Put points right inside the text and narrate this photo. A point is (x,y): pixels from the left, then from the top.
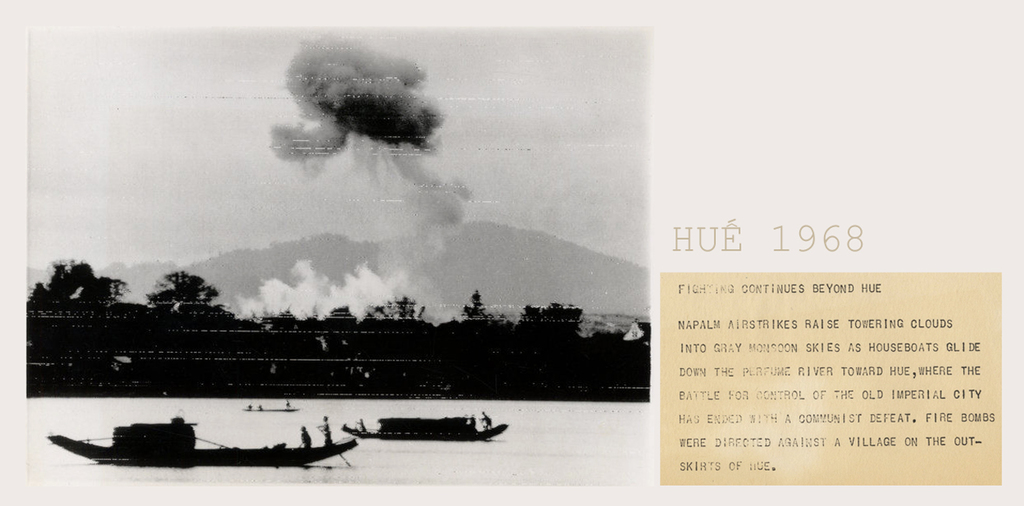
This is a paper cutting. We see picture of a building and fire (359,299) with smoke (383,168) and we see trees (106,320) and a few boats (297,454) in the water (451,465) and we see few people (307,436) standing in the boats (316,447) and we see text (696,423) on the right side of the picture (843,321).
